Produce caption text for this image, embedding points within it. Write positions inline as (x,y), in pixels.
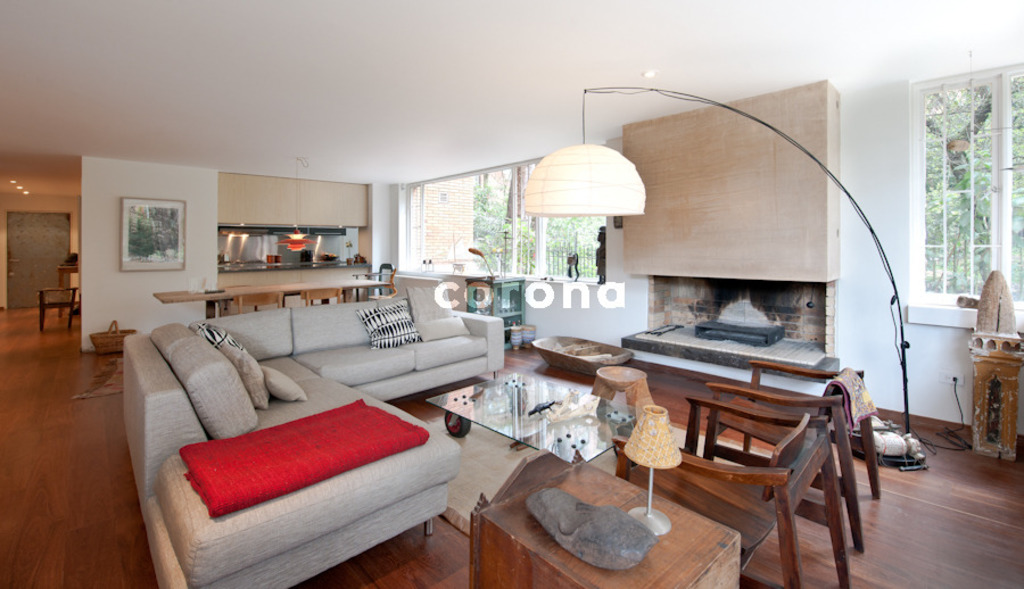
This image is inside a room (301,307). We can see a sofa set (315,388) with pillows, table (579,419), lamps (651,456), wooden chairs (733,488), fireplace (775,338), dining table (294,283), photo frame (161,249) on wall (217,262) and glass windows (489,231) through which we can see trees (554,231).
